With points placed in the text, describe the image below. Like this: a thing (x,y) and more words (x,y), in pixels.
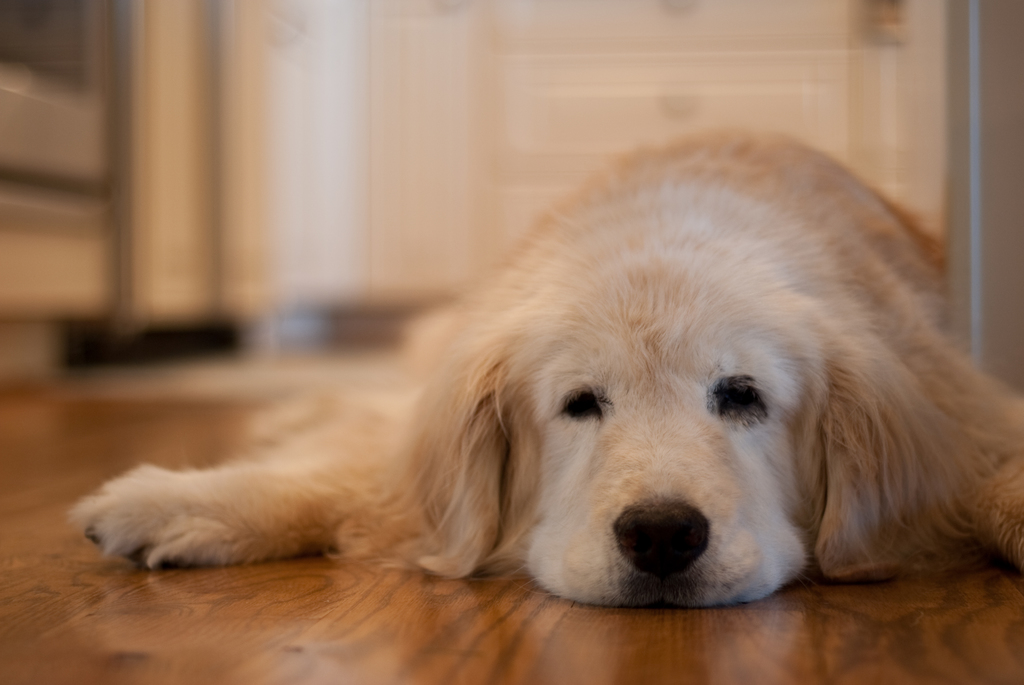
In this picture, we see a white dog (814,393) is lying on the floor (592,644). At the bottom (385,657), we see a wooden floor (508,616) which is brown in color. In the background (425,83), we see a white wall (519,99). On the left side (75,120), we see a grey color object (77,158). This picture is blurred in the background (433,181). This picture might be clicked inside the room (342,192).
